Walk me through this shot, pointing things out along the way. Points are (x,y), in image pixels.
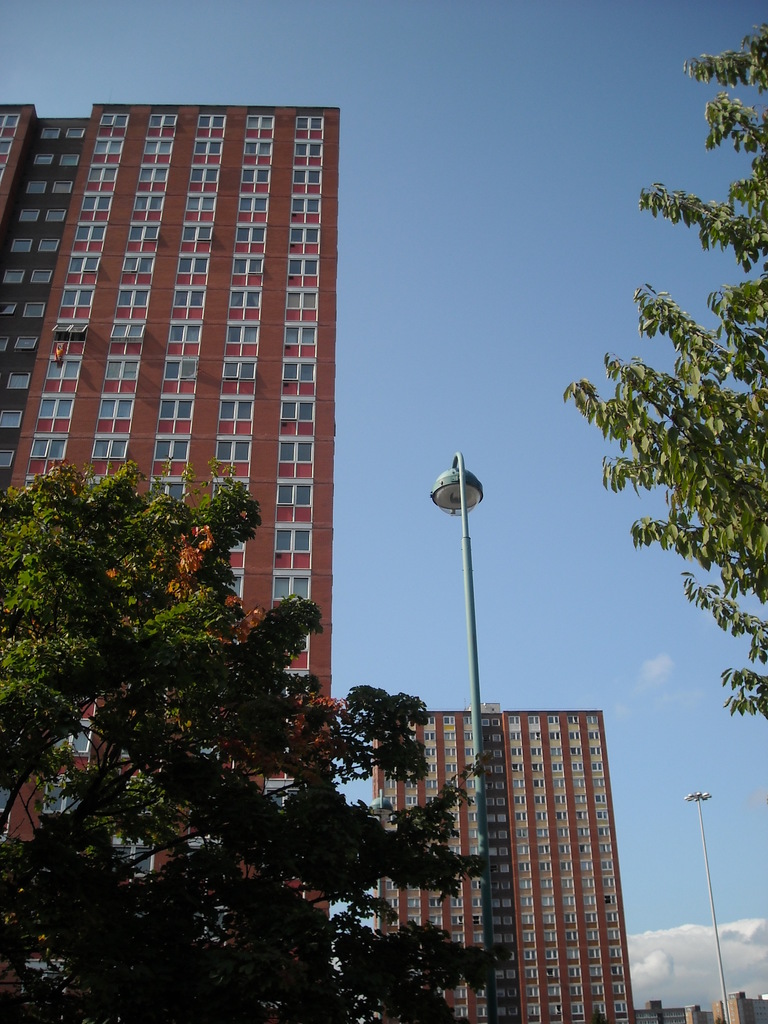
In this image there are trees (396,760), lamp posts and buildings (576,918), at the bottom of the image (663,962) there are clouds (687,961) in the sky (653,970).
